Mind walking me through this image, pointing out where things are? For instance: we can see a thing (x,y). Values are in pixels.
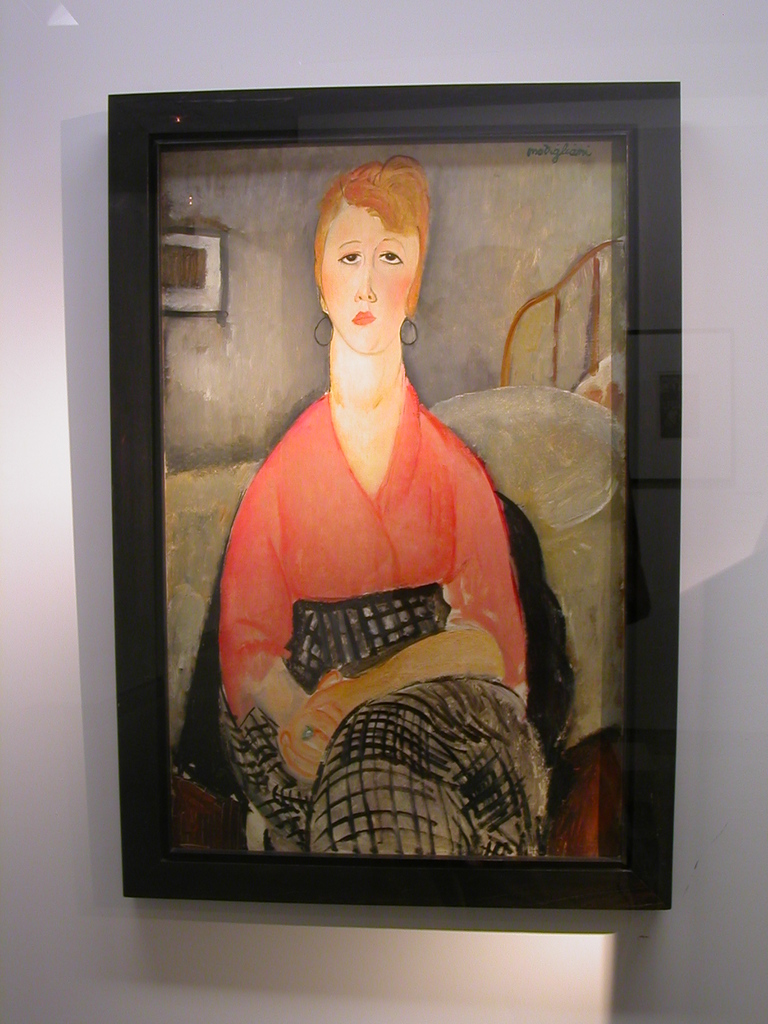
In this image we can see a photo frame (508,801) on the wall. In which we can see a painting (464,586) of a woman (472,534).
